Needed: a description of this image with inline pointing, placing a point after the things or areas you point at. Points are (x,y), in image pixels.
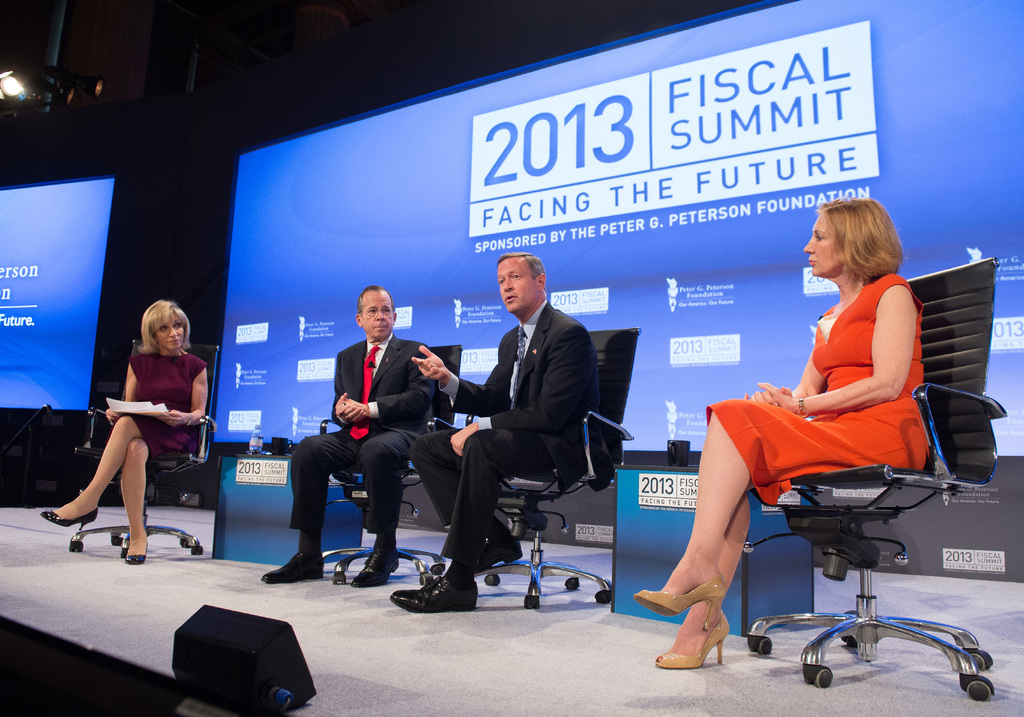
This image is taken on a stage (900,645). There are four people (828,242) sitting on chairs (930,401). There are two women (186,351) in the left side (184,447) and right side (882,386) and two men (298,564) in between them. Both the men (548,359) are wearing black blazers (537,371), black trousers (457,460) and black shoes (386,563). In the background (526,225) there is a digital screen (587,64) and some text (578,231) is appearing on it. In the left bottom (277,711) there is a sound speaker (183,638). To the top left (90,87) there is a light (54,78).
